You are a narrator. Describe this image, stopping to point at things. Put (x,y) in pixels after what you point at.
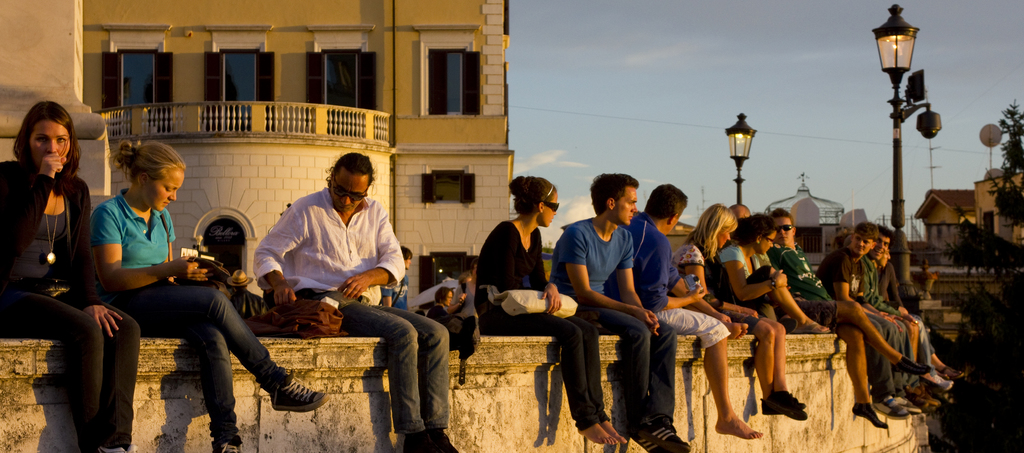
In this image we can see people (165,312) sitting on the wall (607,353), street poles (919,97), street lights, trees (1023,258), buildings (424,173) and sky (608,112) with clouds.
